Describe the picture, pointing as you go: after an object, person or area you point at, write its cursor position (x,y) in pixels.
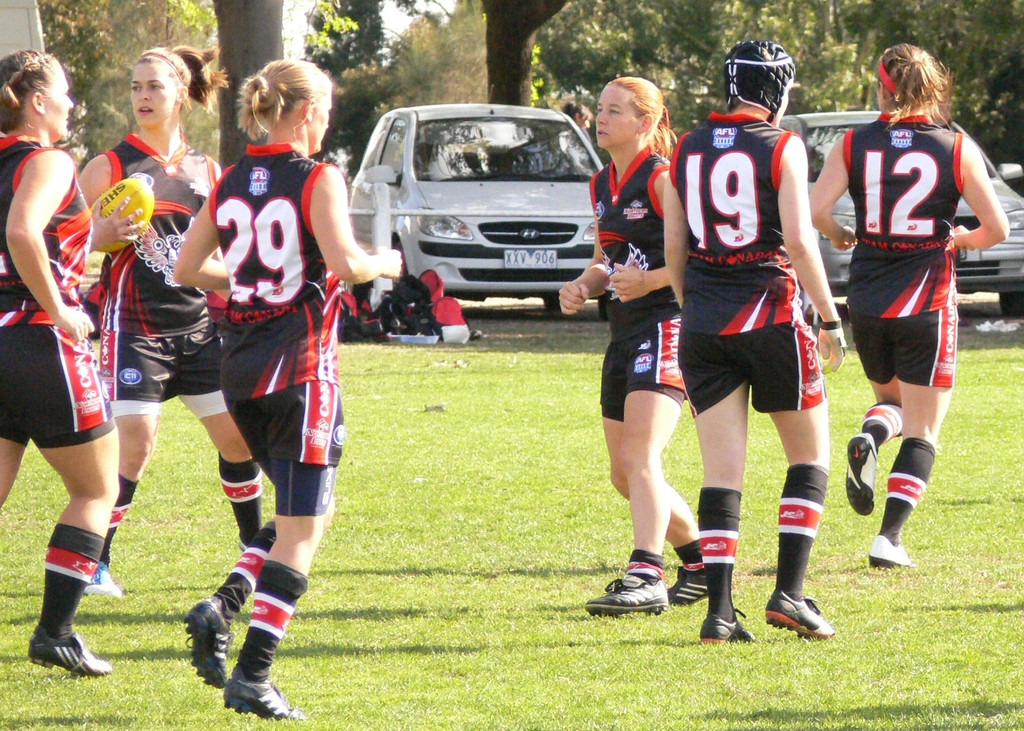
In this picture we see 6 women (689,166) playing a game on the grass field (424,507). In the background (559,239), we can see trees (371,109) and vehicles (368,189) on the road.
